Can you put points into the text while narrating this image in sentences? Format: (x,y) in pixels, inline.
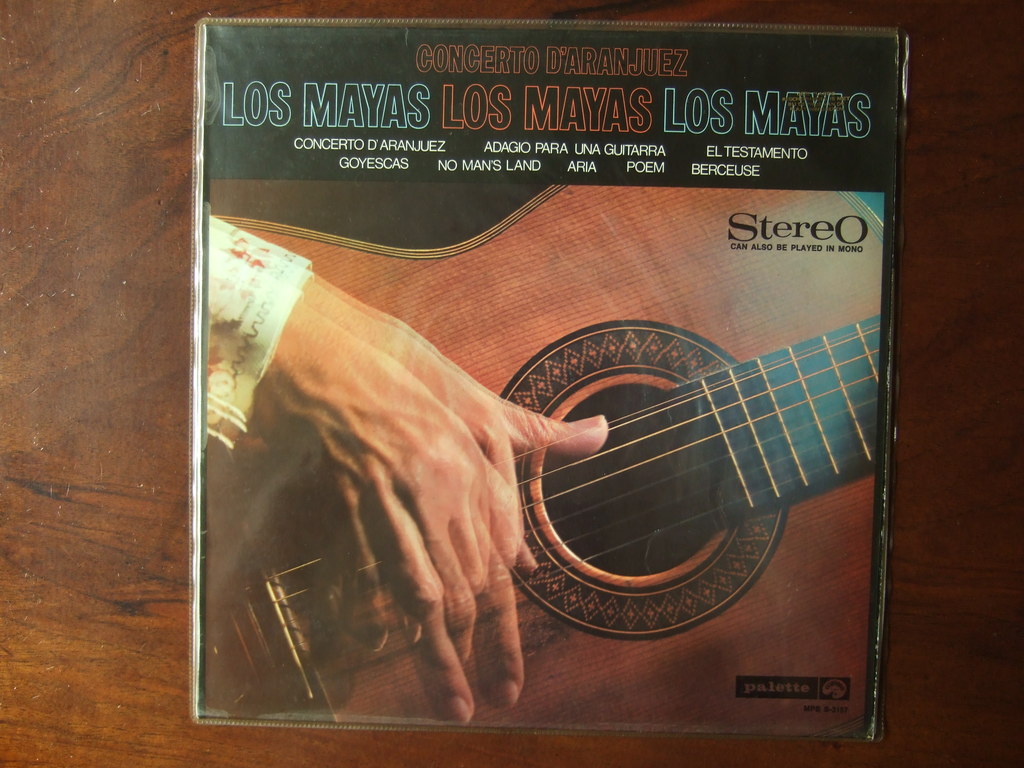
In this picture we can observe a guitar (289,234) which is in brown color on the box (251,489). There is a human hand (345,382) on the guitar (654,366). We can observe blue and orange color words (553,94) on this box (319,115). This box (404,177) is placed on the brown color table (89,425).
